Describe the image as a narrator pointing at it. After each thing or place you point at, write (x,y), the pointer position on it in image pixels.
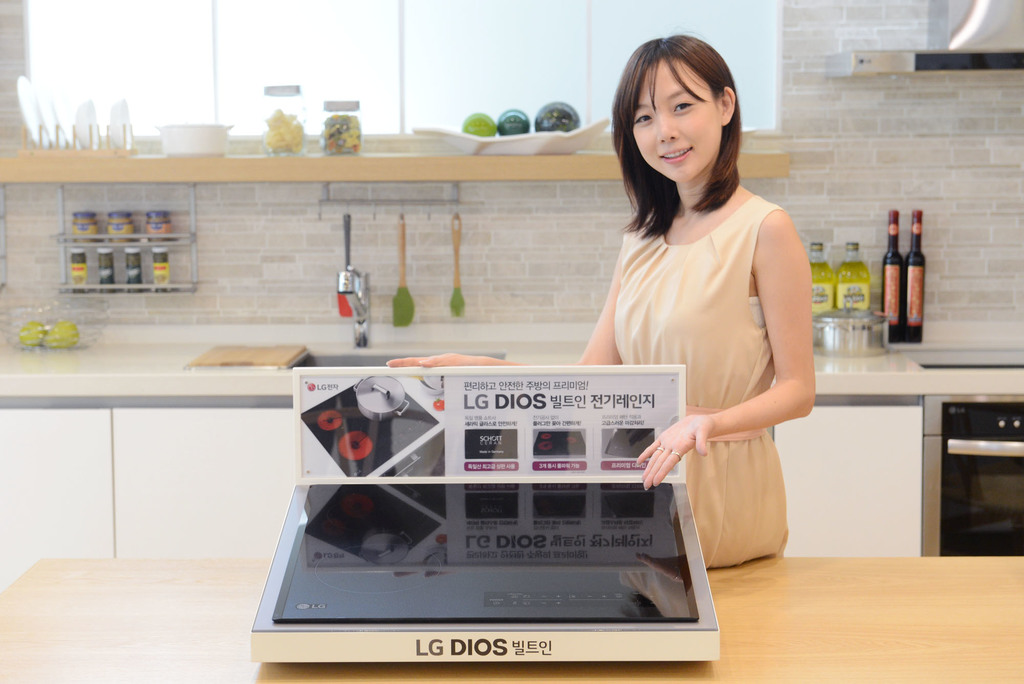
Here we can see a woman (689,57) standing on the right side (811,387) and she is showing an electronic device (664,493). In the background (857,270) we can see a oil bottles (844,288) and a sink (361,284).
